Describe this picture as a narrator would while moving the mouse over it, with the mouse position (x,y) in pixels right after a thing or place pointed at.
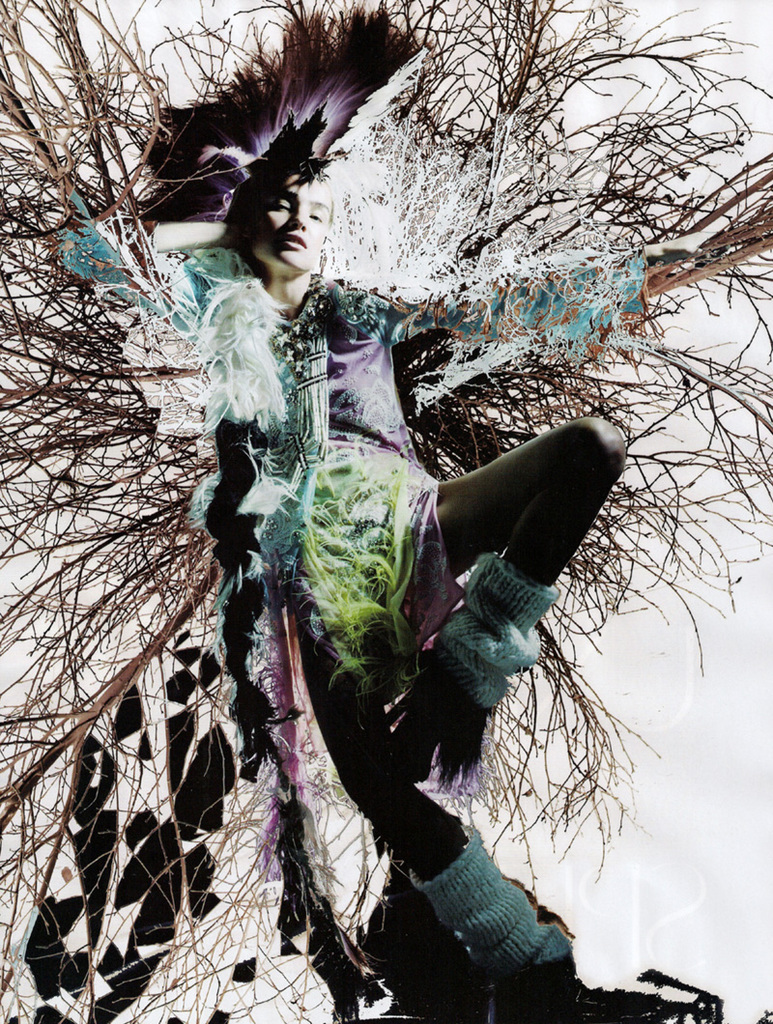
In this picture I can see there is a woman (300,642) standing and she is wearing a colorful dress (399,514) and she is wearing a hat (238,161), it has few feathers (288,125) and in the backdrop (11,273), I can see there are few twigs (70,503) and branches (31,296) of a tree (31,296) and there is a white wall (630,753) behind it.
